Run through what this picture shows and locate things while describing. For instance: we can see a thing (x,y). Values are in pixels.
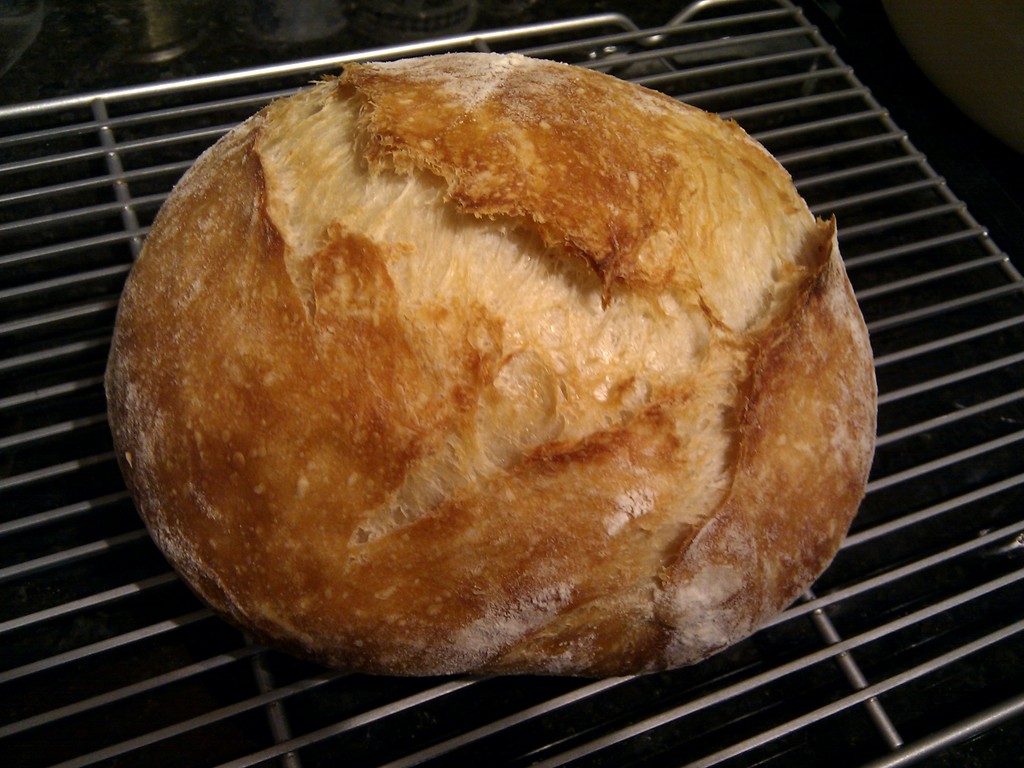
In this image there is food (488,291) on a metal object (159,193), there are objects (144,29) towards the top of the image (389,14), the background of the image (908,100) is dark.
